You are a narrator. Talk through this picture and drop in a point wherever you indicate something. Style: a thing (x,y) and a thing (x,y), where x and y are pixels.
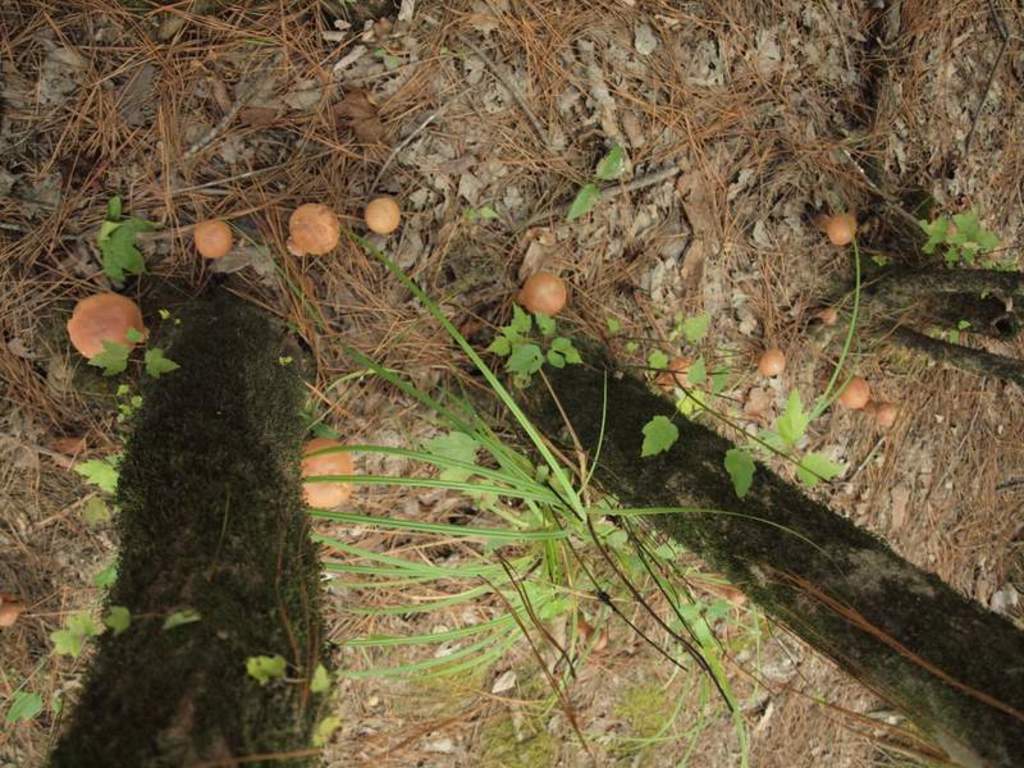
In this picture I can observe some mushrooms (334,240) on the ground (814,329). I can observe trees (636,437) and some plants (394,524) on the land (45,482). These mushrooms (97,308) are in brown color.
